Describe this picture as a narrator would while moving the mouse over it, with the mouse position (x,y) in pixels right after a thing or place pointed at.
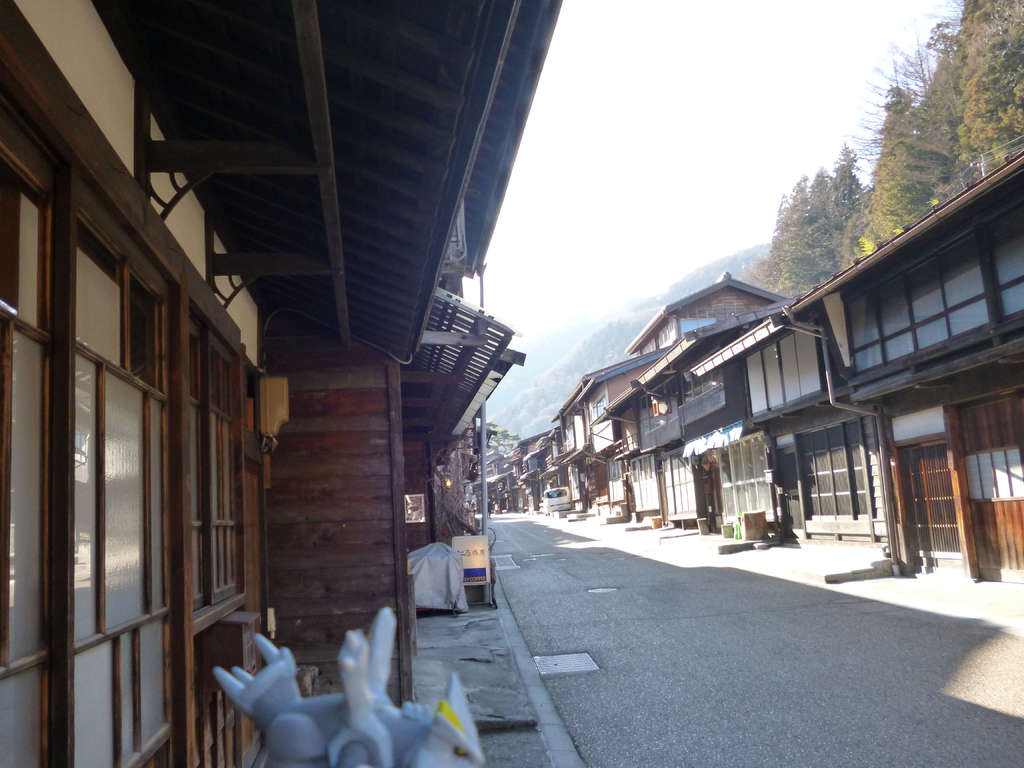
In this image I can see few buildings (955,340), they are in brown, gray and white color. Background (644,270) I can see trees (808,243) in green color and the sky (647,213) is in white color.
